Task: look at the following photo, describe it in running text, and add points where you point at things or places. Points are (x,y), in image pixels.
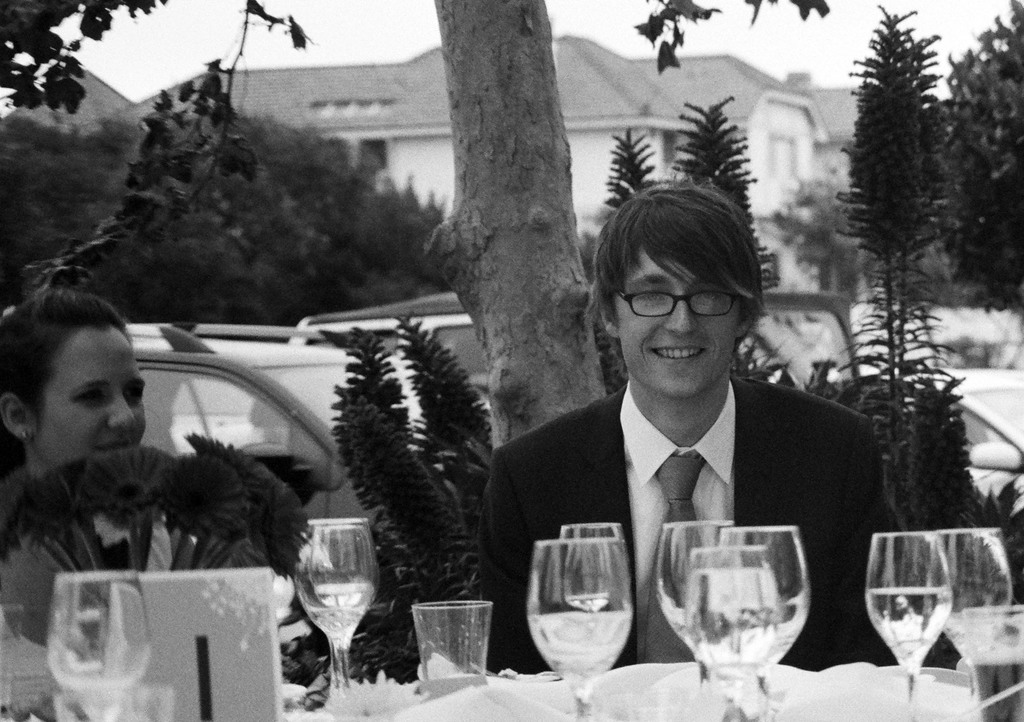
Here a couple (628,419) is sitting, these are glasses (562,657) and trees (296,216), this is house (613,125).
